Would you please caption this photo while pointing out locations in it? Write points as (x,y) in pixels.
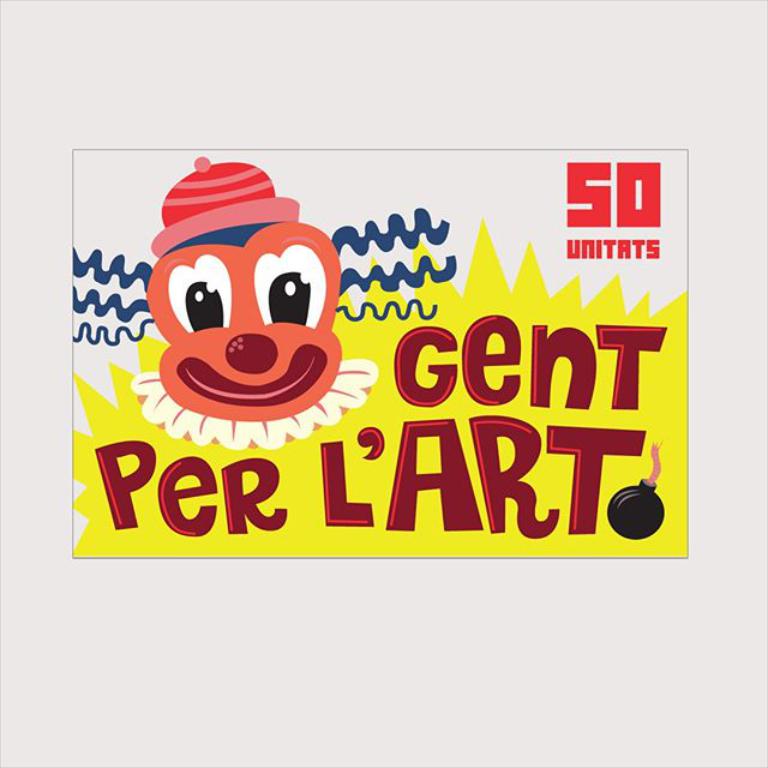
In this poster I can see some text (491,359) with an image (320,242).
